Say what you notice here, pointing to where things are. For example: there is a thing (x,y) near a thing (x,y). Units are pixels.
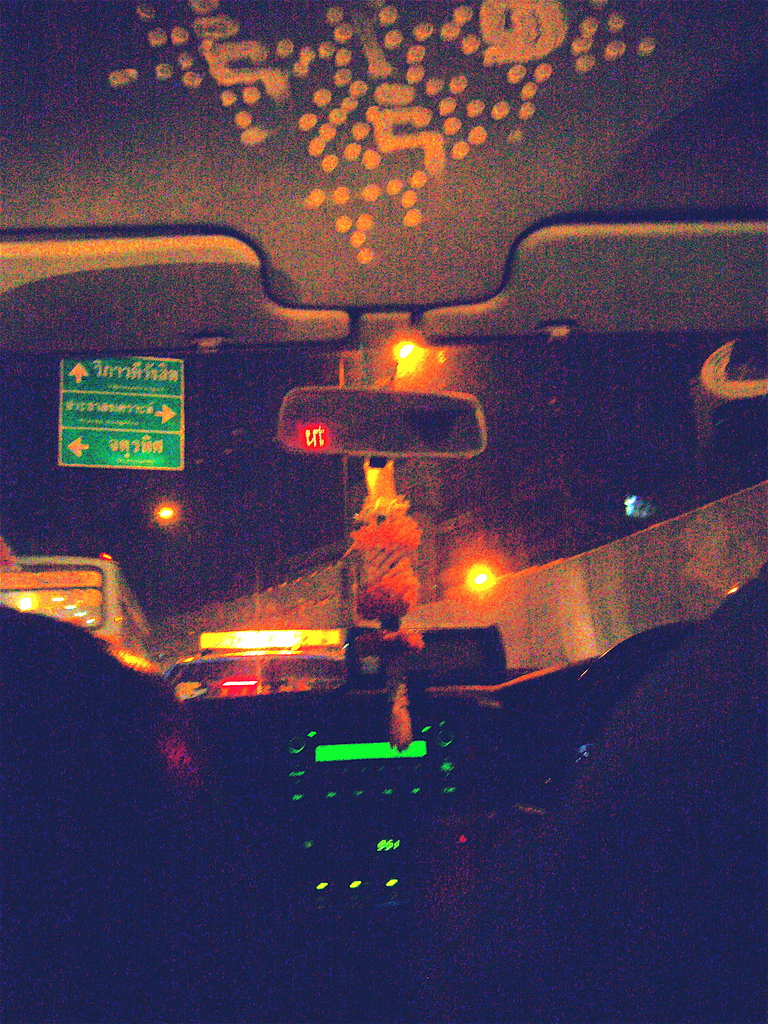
In this image I can see a inner part of the vehicle (520,713). I can see a mirror (349,433), green sign boards (140,422) and lights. Background (187,445) is dark.
